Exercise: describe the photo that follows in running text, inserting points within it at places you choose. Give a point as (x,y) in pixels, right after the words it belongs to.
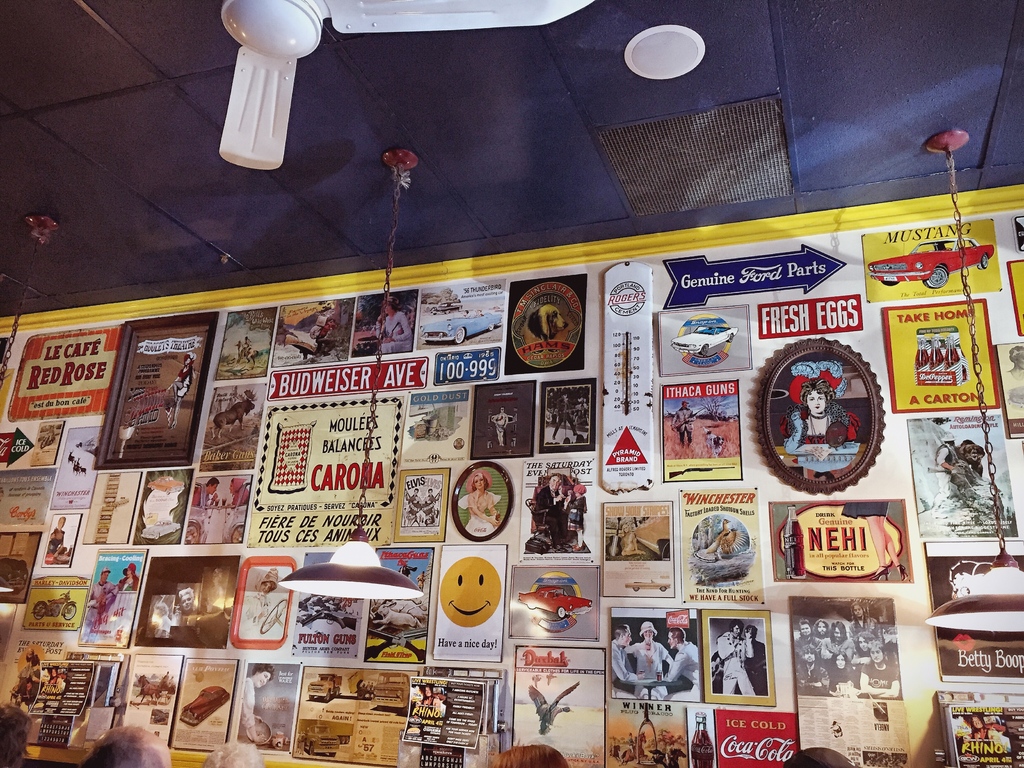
In this image in the front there are lights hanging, there are persons (18,717). In the background (505,441) there is a board (594,438) and on the board (424,448) there are posters (317,435) with some text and images (653,524) on it. At the top (286,37) there is a fan (295,50) and there is an object (654,71) which is white in colour.
